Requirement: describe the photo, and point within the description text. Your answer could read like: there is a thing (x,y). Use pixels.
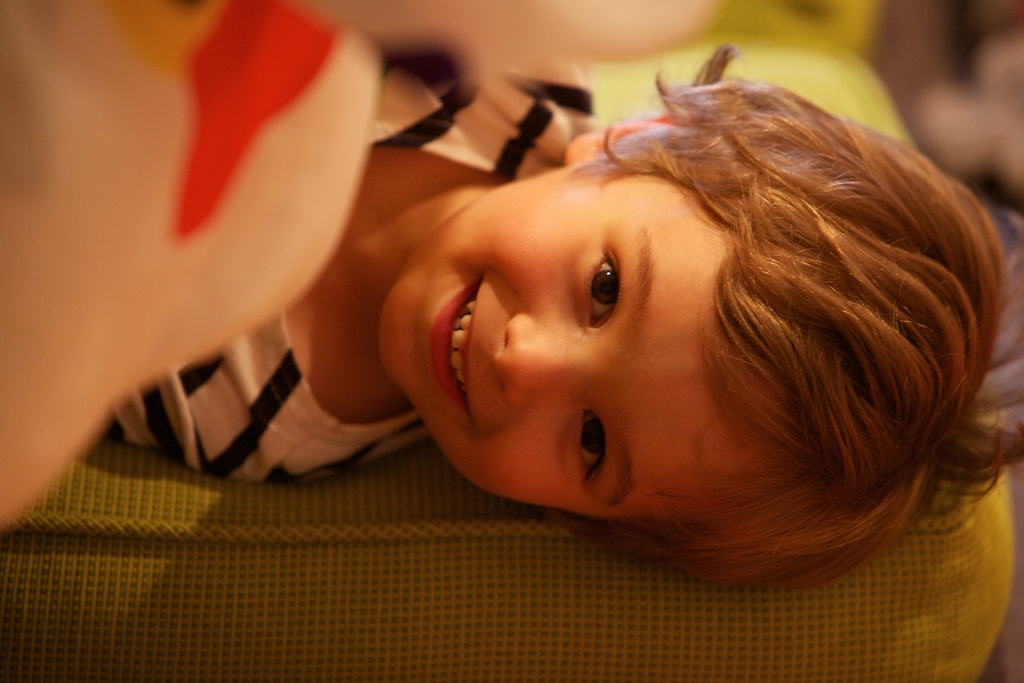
In the center of the image (607,325) we can see a kid (455,406) smiling. At the bottom (260,660) there is a cushion (444,605).
